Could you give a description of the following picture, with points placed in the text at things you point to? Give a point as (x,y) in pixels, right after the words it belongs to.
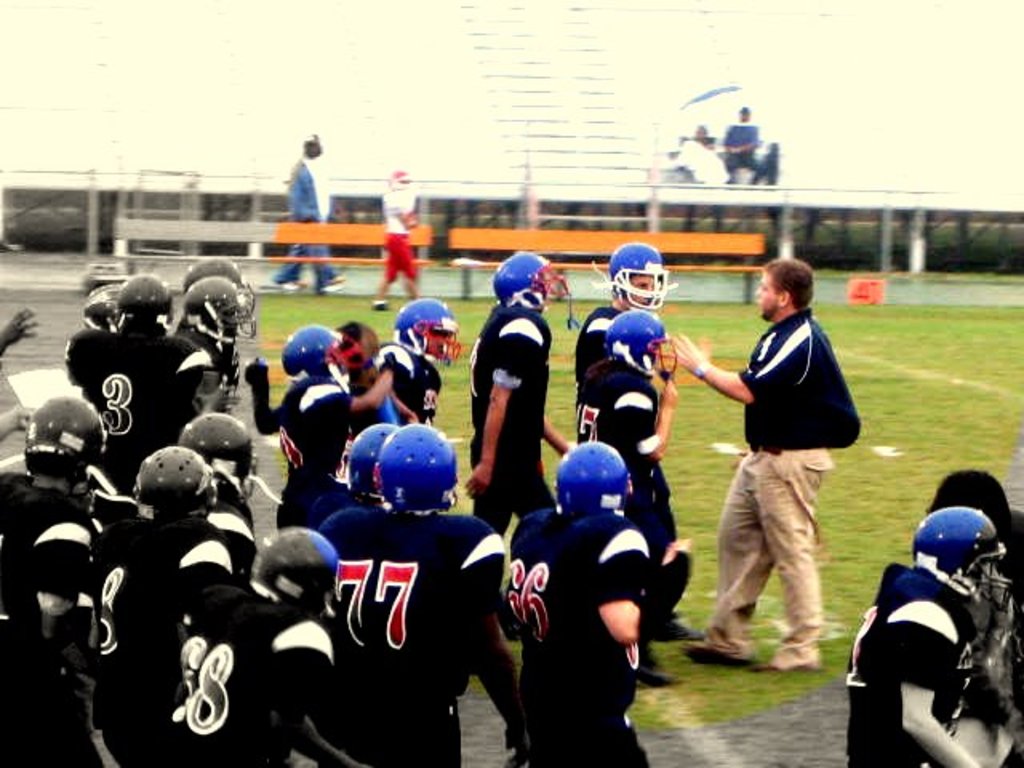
This is an edited image. There are people (251,324) standing in the center of the image (675,380). In the background of the image (738,240) there are benches (354,260). At the bottom of the image (743,695) there is grass (766,695).
